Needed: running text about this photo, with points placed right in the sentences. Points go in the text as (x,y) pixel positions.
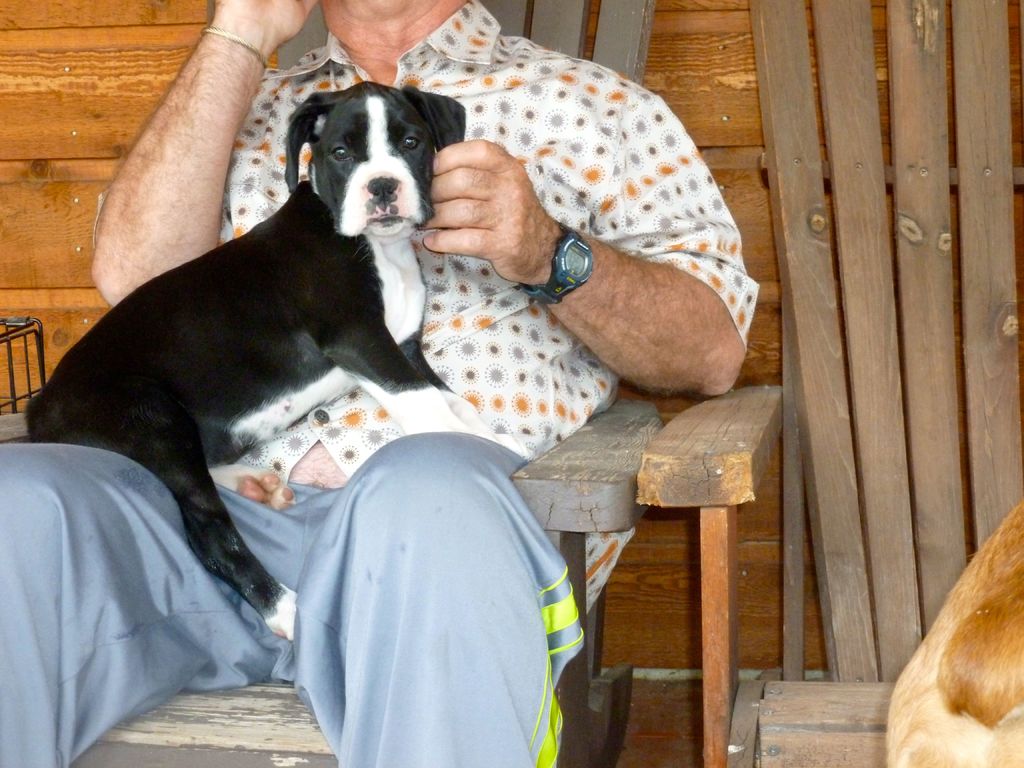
In this image there is a person (515,284) sitting on the chair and he is holding the dog (209,285). At the right side of the image (890,373) there is an another chair (855,600).
